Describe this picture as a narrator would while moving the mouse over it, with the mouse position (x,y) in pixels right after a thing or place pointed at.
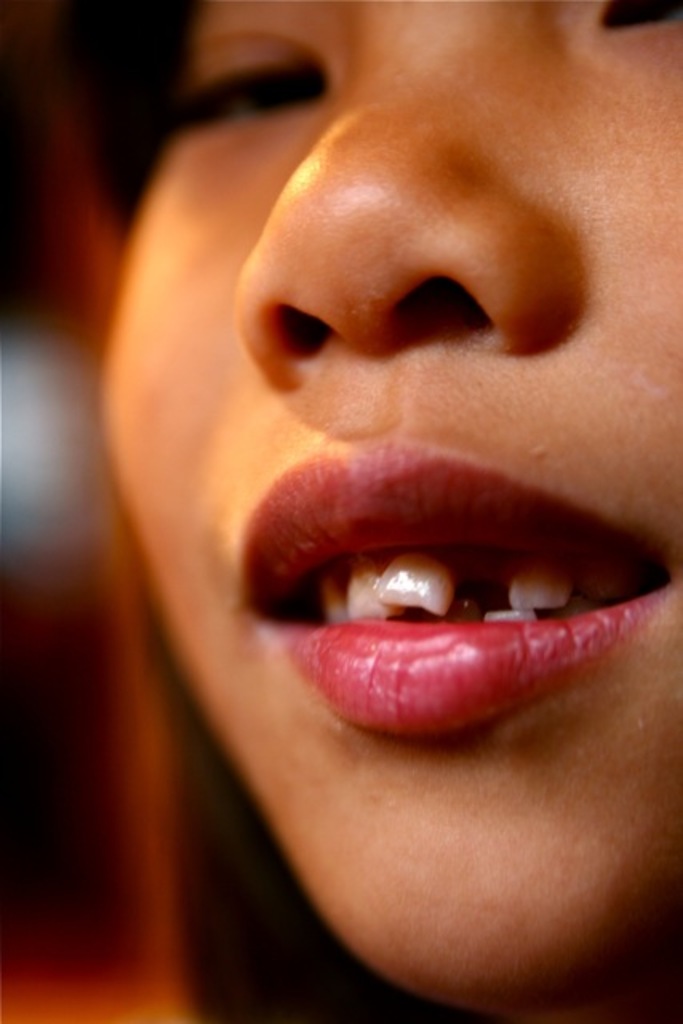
We can see a person face (194,648). In the background (45,895) it is blur.
